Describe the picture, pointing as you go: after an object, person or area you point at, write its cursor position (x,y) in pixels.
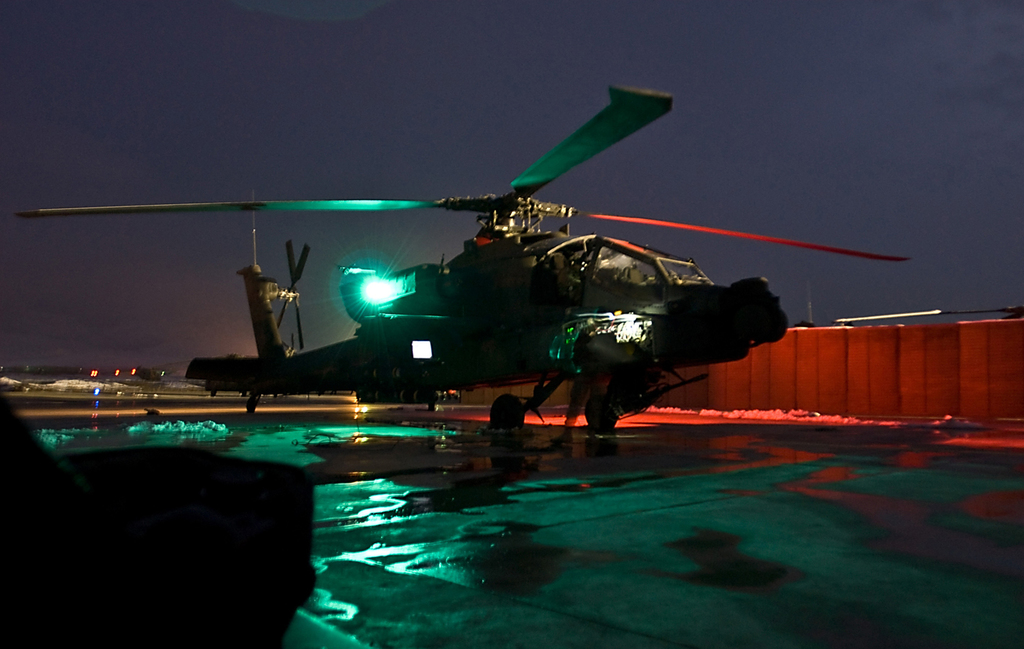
There is a helicopter (440,293) with light (372,286) on the ground (557,495). On the sides there is wall (790,359). In the background (345,114) there is sky (318,118).
